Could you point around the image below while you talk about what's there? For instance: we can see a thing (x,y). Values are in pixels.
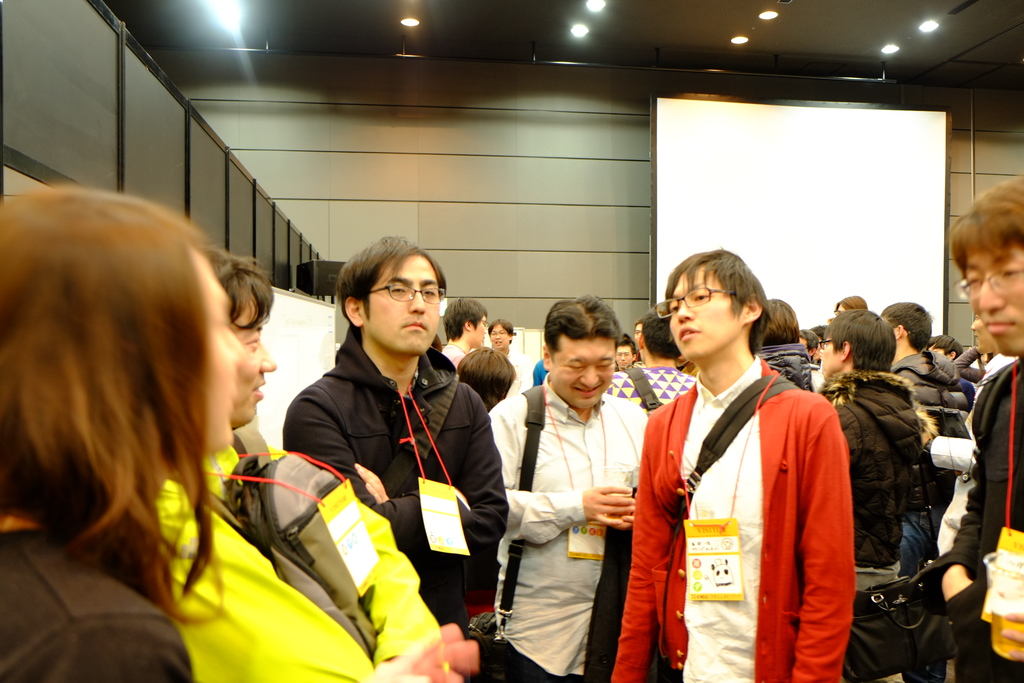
At the bottom of the picture (520,514) there are people (672,417) standing. On the left (15,146) it is wall (210,206). In the background (761,223) there are projector screen (774,234), speaker (333,289) and boards (316,329). At the top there are lights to the ceiling (550,58).
